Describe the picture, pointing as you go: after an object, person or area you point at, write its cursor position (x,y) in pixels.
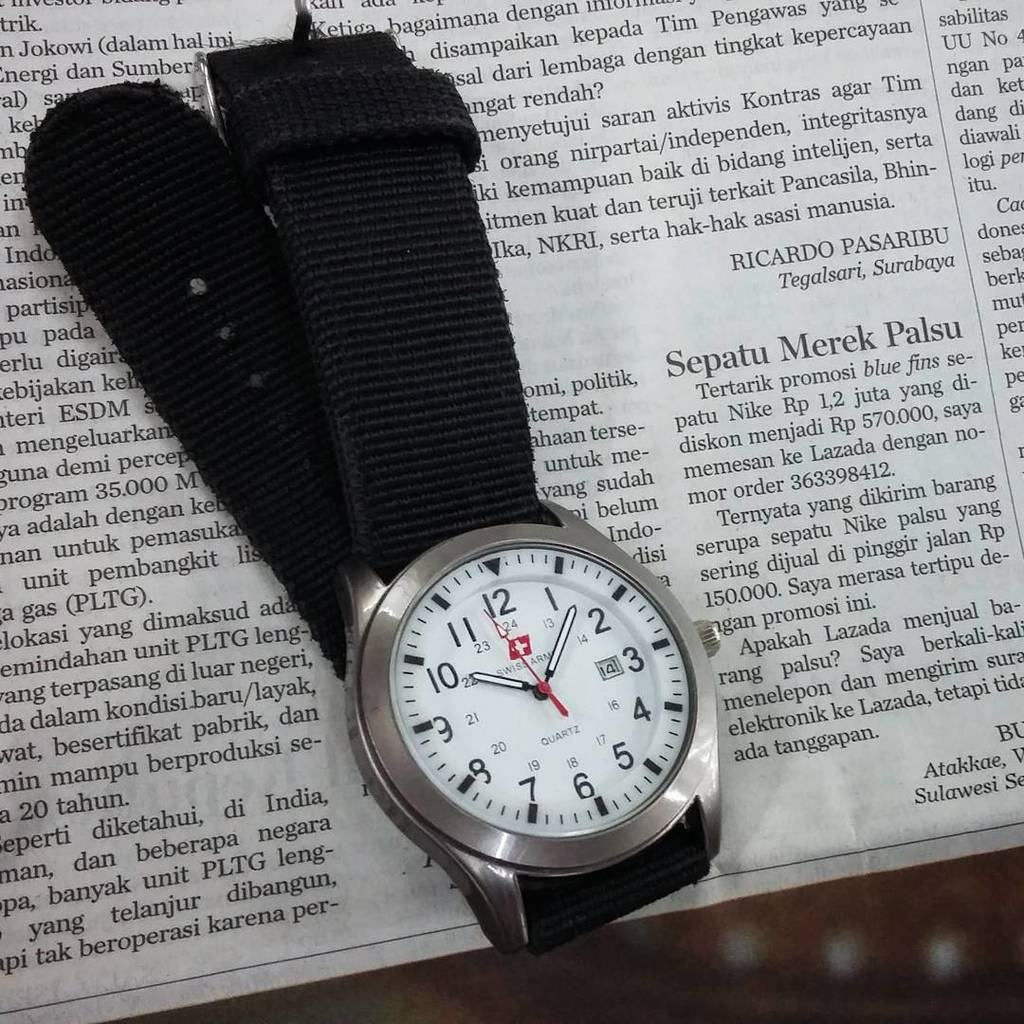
In this picture we can observe a wrist watch (485,688) which is in black color. The dial (464,596) is in white color, placed on the newspaper (608,319). In the background (919,978) it is mostly clear.
